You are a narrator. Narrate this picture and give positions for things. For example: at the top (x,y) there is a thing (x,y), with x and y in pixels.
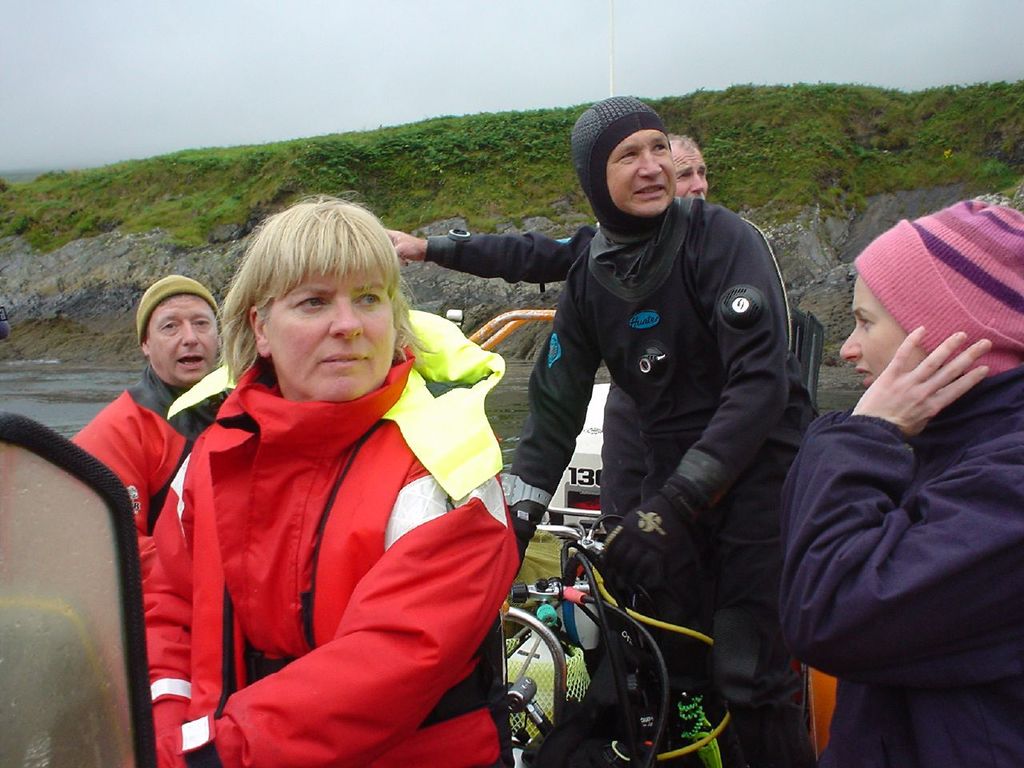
In the center of the image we can see one boat (818,717). In the boat (808,707), we can see two persons (717,425) are standing and three persons (307,489) are sitting. And we can see they are wearing jackets (986,489) and three people (544,458) are wearing hats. And we can see few other objects (570,630) in the boat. In the background (350,61) we can see the sky (369,59), clouds (77,115), grass (403,182), water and one pole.
